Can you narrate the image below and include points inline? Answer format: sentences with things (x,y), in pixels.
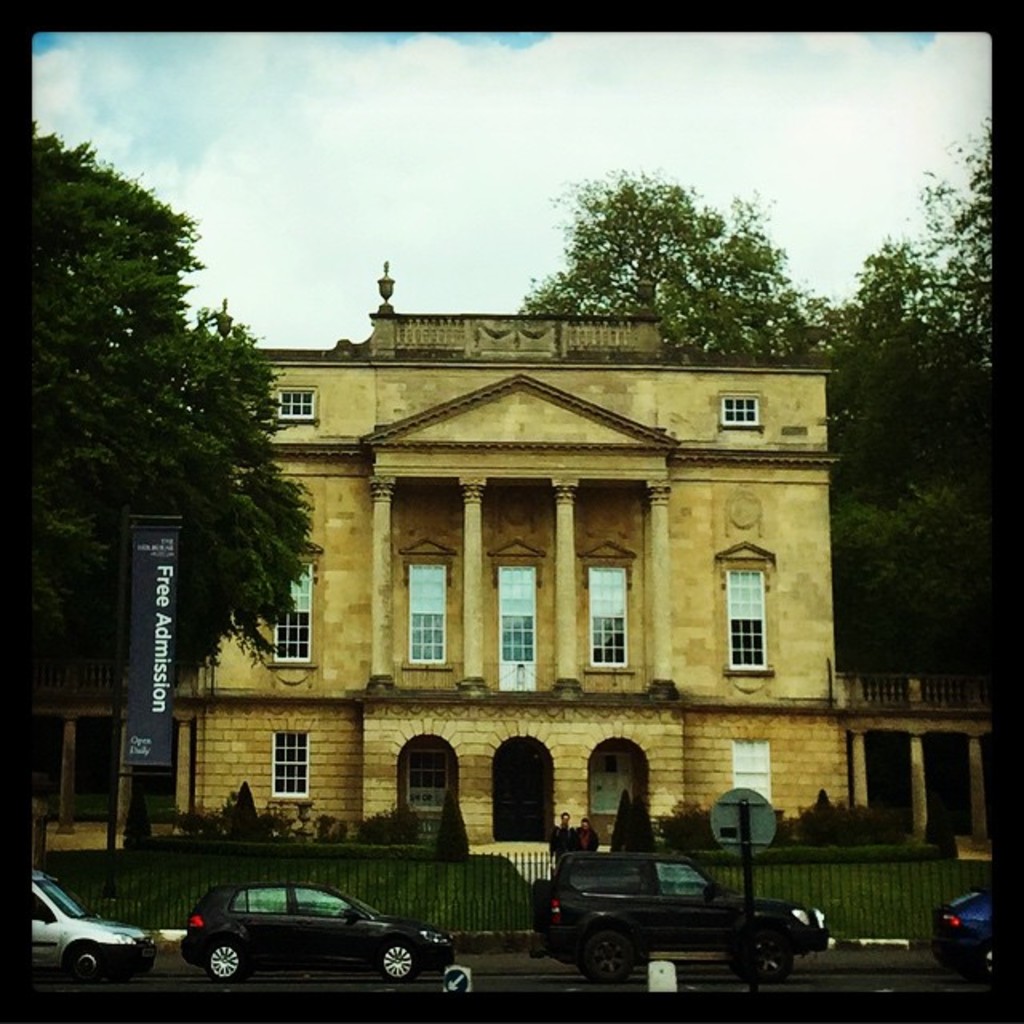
In this image there are few cars (322,943) on the road (283,986). Behind it there is a fence (149,930). Two persons (574,838) are standing behind the fence (254,871). There are few plants (267,835) on the grassland (806,890). Behind there is a building (551,674). There are few trees (40,607). Top of image (429,136) there is sky (404,119).
